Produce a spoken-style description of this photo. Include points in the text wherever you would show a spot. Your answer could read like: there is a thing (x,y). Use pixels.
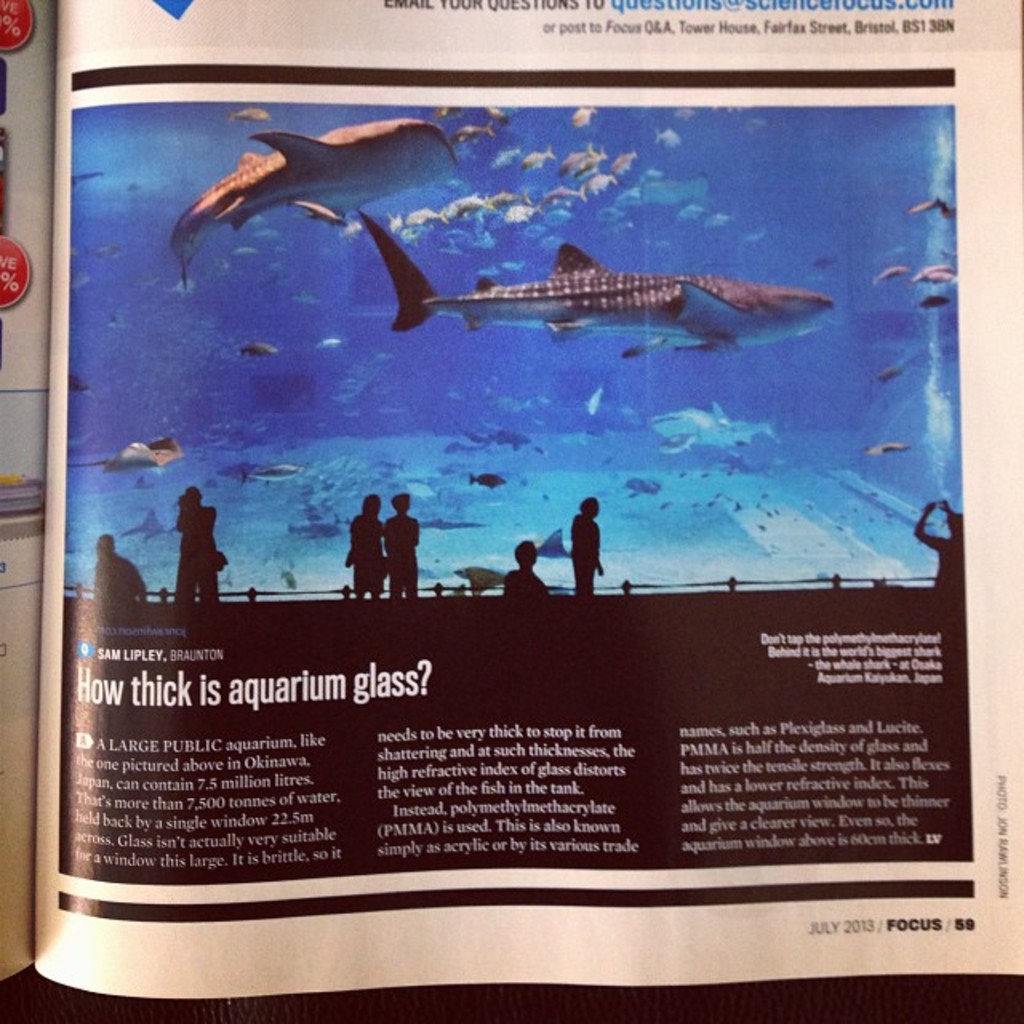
This is a page (445,119). On that something is written. Also there are people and fishes (412,287).
